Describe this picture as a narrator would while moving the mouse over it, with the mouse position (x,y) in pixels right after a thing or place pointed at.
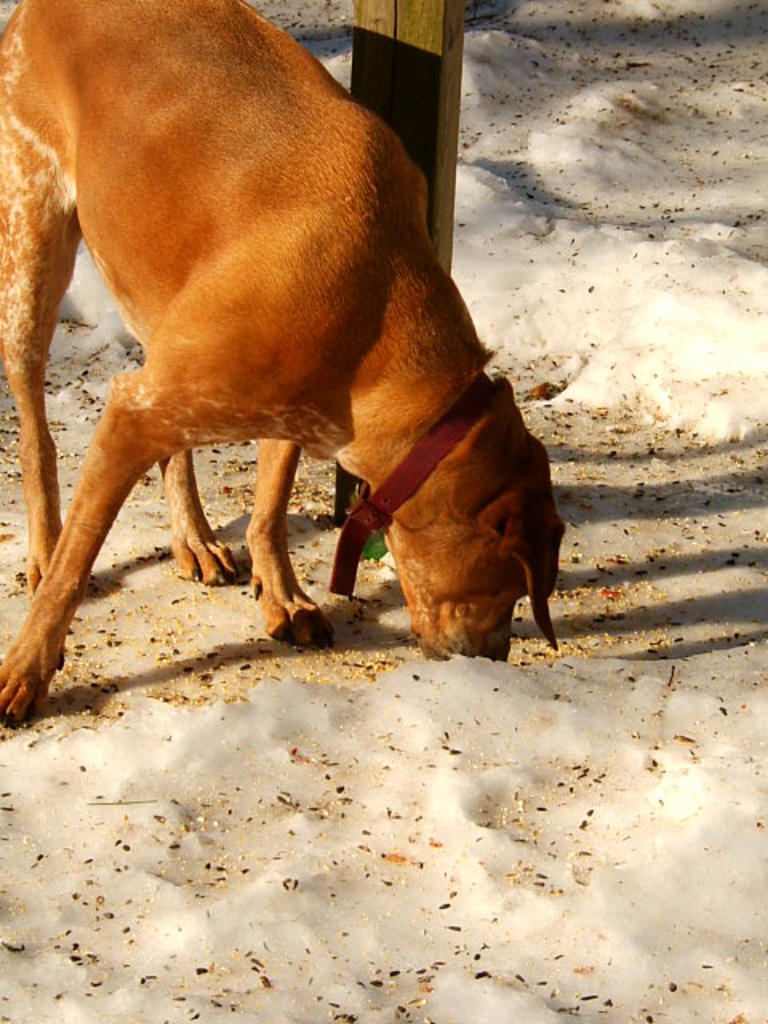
In this image we can see a dog (442,553) on the ground (380,704). We can also see a wooden pole (449,163).
